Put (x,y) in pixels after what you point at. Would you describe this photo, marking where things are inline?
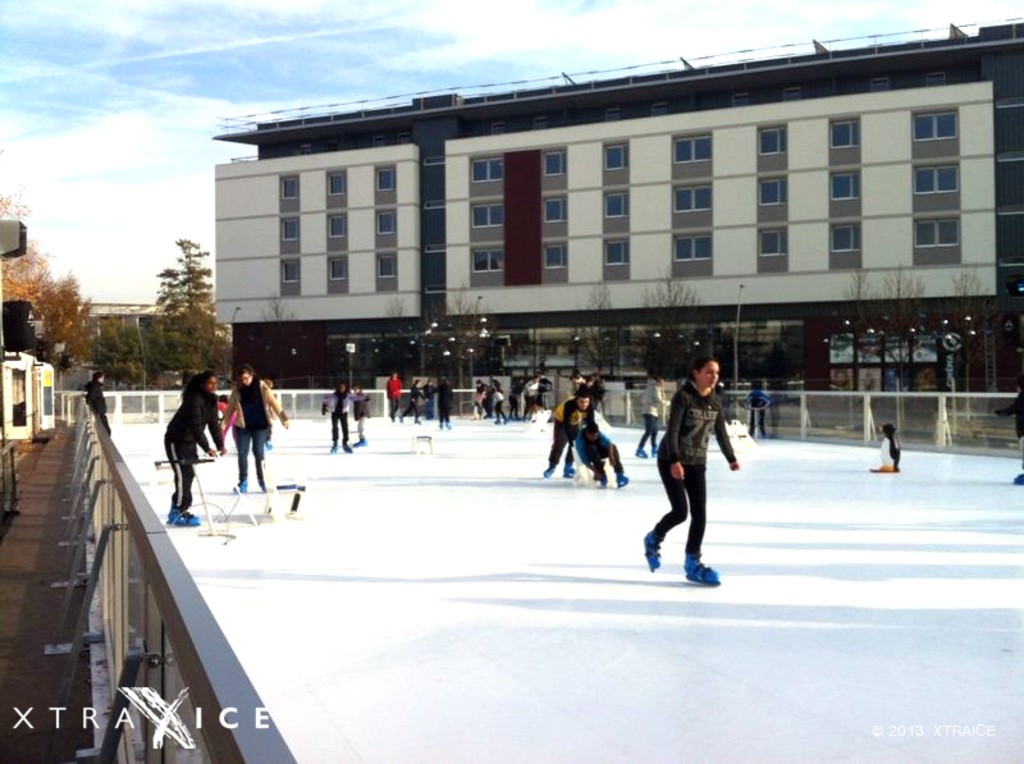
In this image we can see few buildings (634,226). There are many windows (765,195) to a building (740,214). There are many people (438,402) in the image. There is an ice skating ground (701,637) in the image. There is a sky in the image. There are many trees (60,367) in the image. There are few objects (19,406) at the left side of the image (217,730). There are few lights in the image.
